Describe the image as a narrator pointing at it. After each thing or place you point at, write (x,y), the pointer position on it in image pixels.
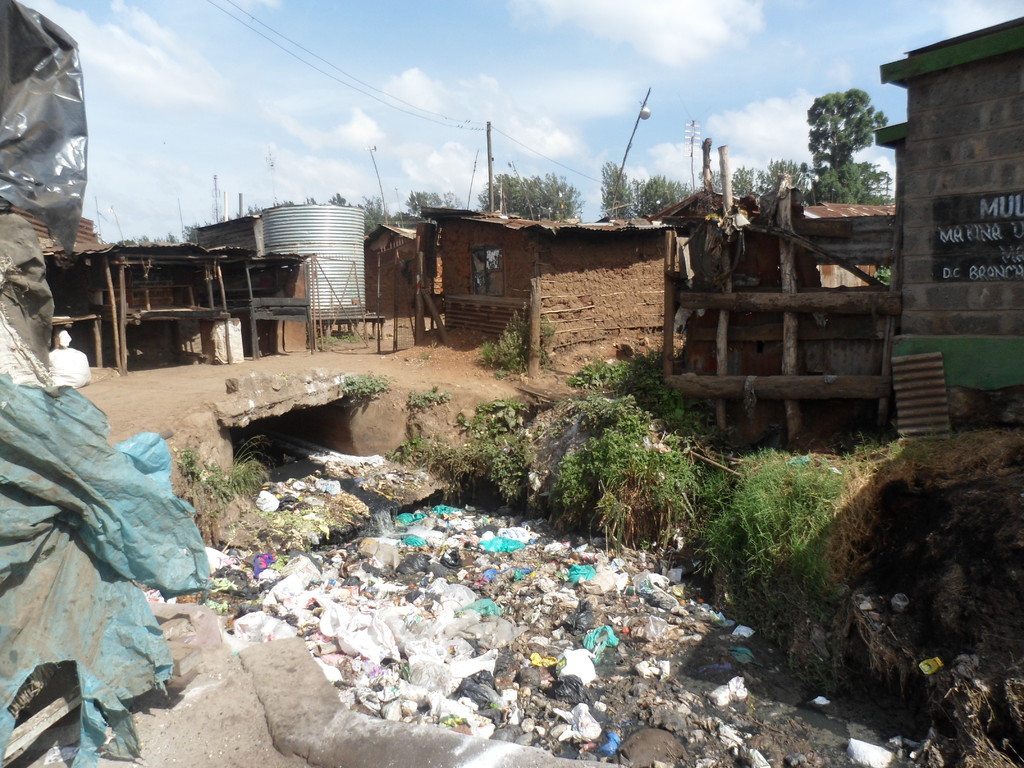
In this image, we can see few houses (573,302), sheds (467,318), containers (358,284), trees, poles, covers (25,259), plants (597,457). Background (314,82) there is a cloudy (244,85) sky and wires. At the bottom of the image (407,623), we can see trash (455,538) and water flow (389,504).
